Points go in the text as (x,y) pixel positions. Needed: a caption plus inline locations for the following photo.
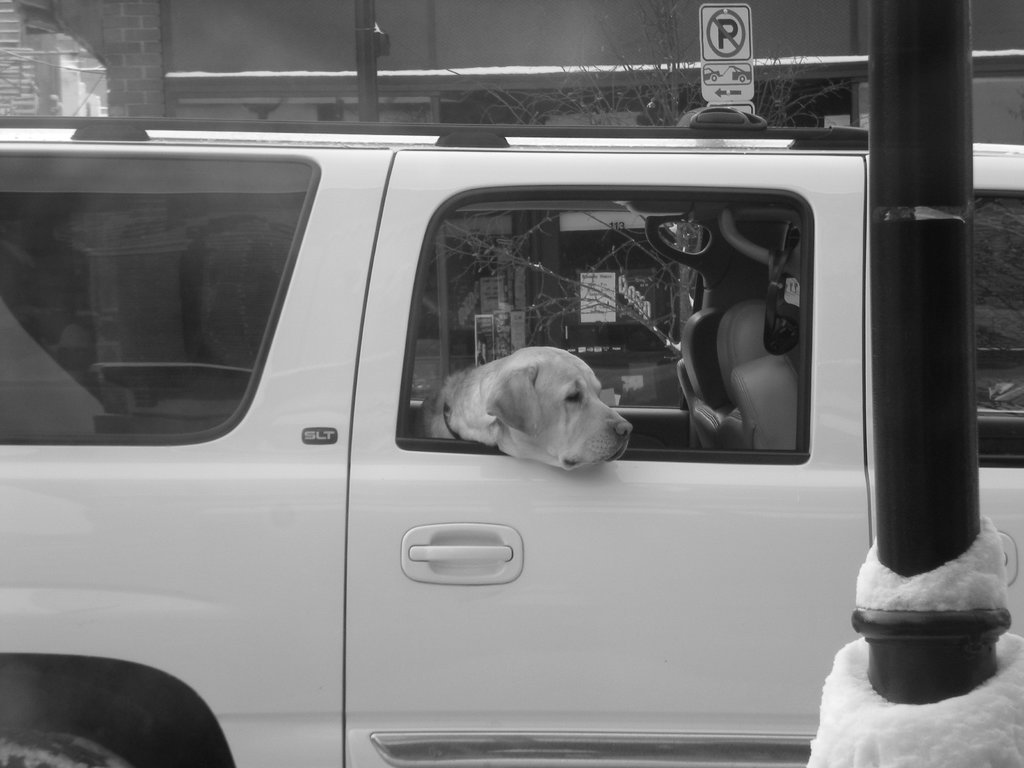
In this image dog (569,413) is peeping outside of the window (688,446) of the car (597,513) which is white in colour. In the background (684,69) there is a signboard (729,55), dry tree (638,80) and building (487,24). In the front (911,363) a pole (924,319) with a snow (903,707).
